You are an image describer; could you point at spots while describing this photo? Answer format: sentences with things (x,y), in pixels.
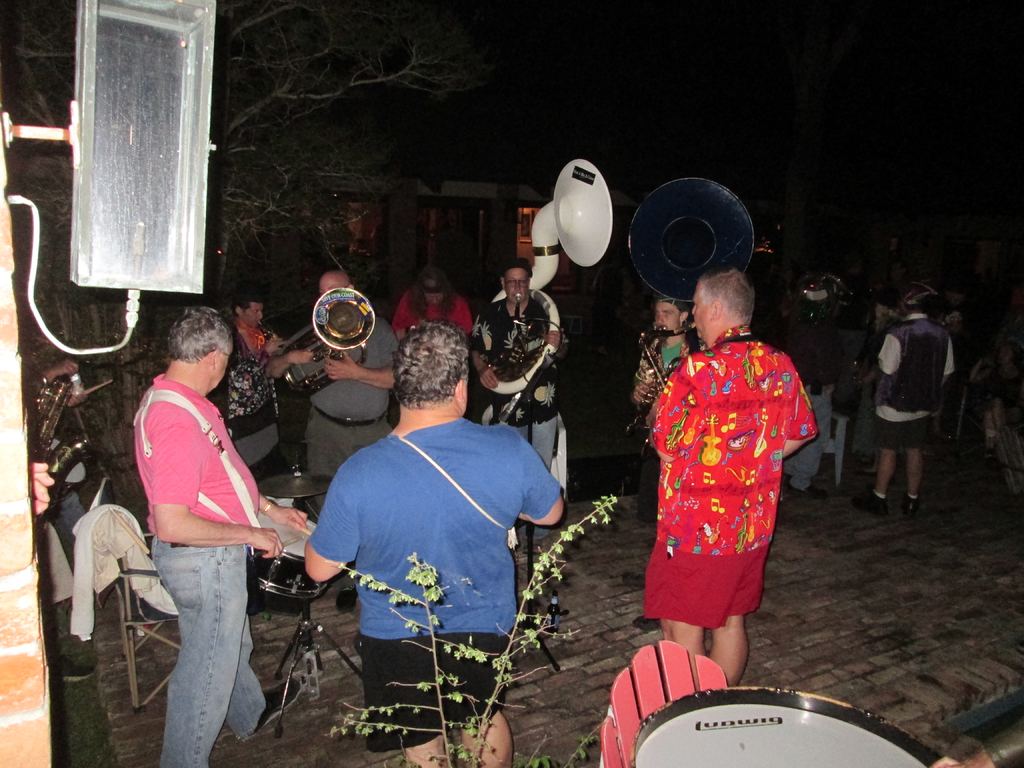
In this image I can see number of people (770,359) where few of them are playing musical instruments (311,605). Here I can see a tree (284,184) and a house (490,191).
